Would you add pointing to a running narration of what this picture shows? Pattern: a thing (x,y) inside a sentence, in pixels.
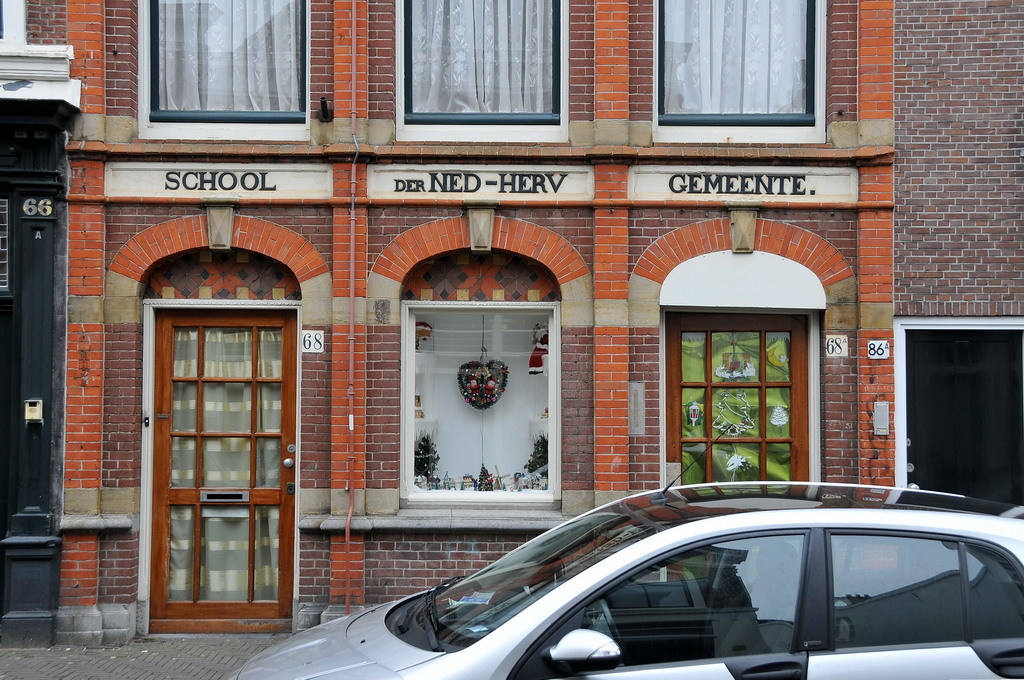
In this image I can see a vehicle (722,501) on the road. Back Side I can see building (529,243), glass windows (464,74) and white color curtain (476,65). We can see a door (168,360). The wall (304,258) is in brown and maroon color. There is a brick wall (968,129).
